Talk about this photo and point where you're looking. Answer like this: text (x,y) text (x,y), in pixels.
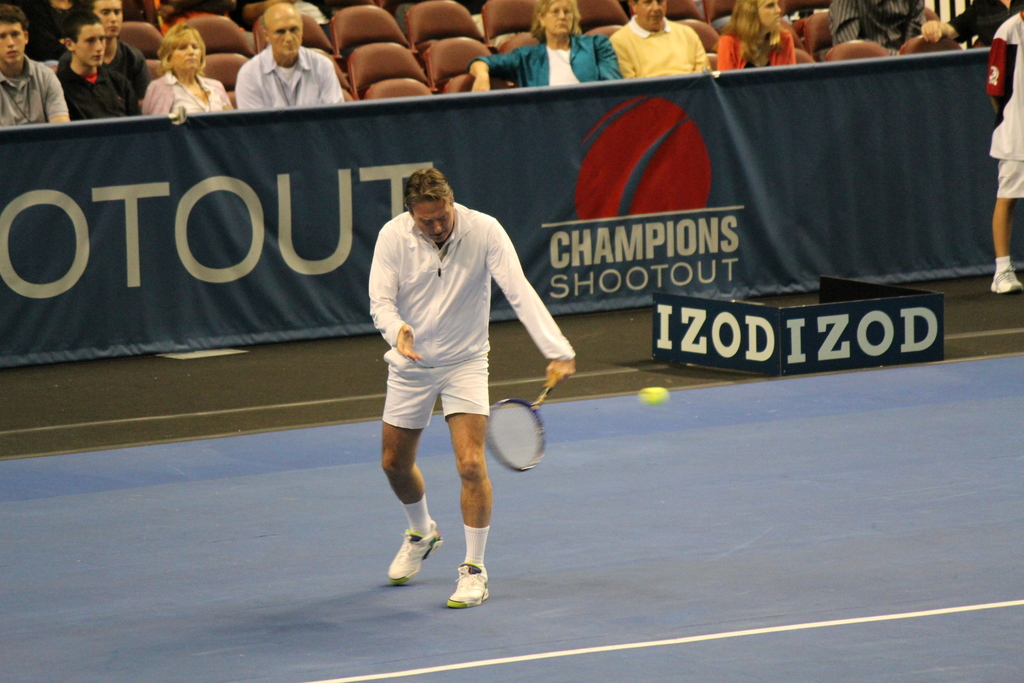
As we can see in the image there is a banner (343,140), few people (541,68) sitting on chairs (492,15) and the man (465,273) who is standing here is holding bat (525,416).
